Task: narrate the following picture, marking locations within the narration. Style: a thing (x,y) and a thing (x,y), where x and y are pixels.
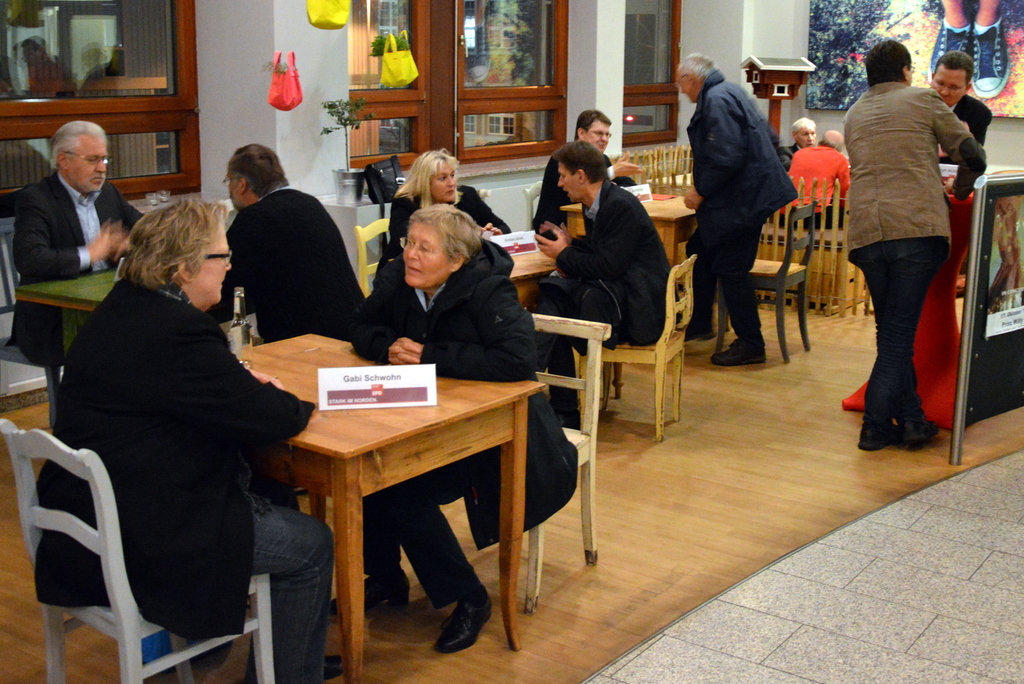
There are some people (388,271) in the room (408,383) who were sitting in front of each other on one table (337,421). There are many tables (324,438) in this room (707,183). Some of them are standing and talking. In the background (398,85) there is a bag (408,67) in which some plants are placed.
